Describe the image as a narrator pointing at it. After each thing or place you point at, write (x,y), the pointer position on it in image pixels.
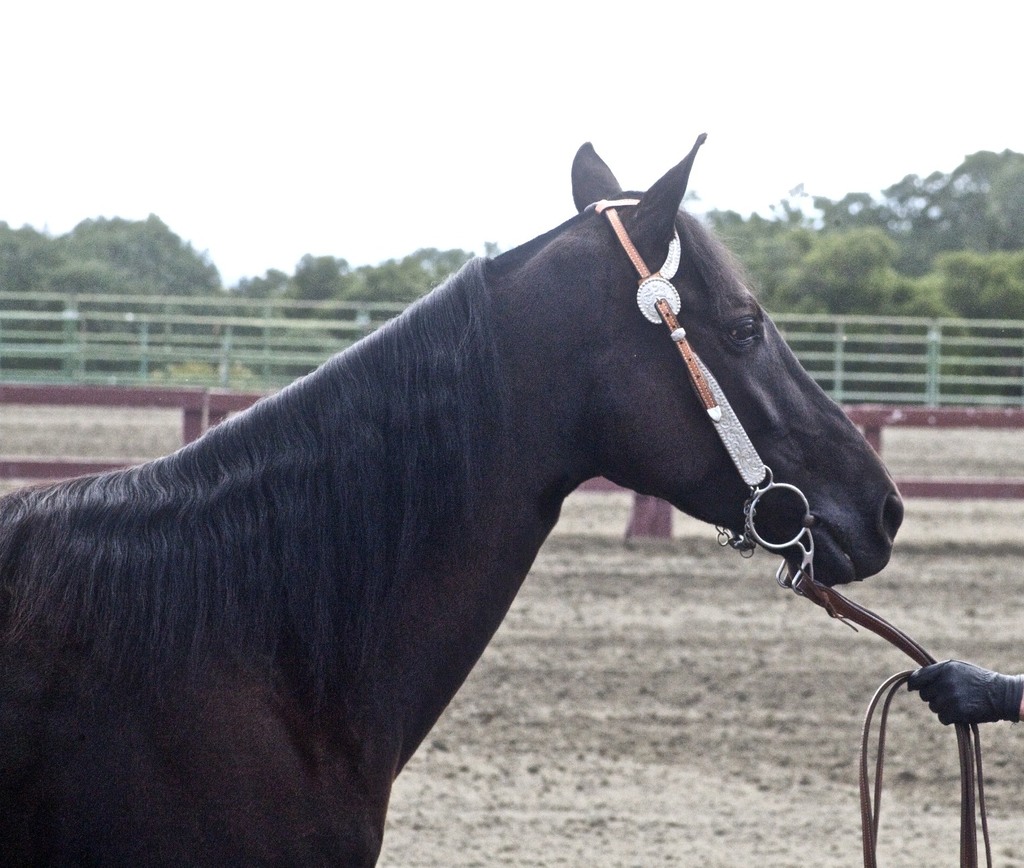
In this image I can see a horse (486,368) in black color and a person (972,689) is holding a rope (887,629). Back I can see a fencing (957,379), trees (895,258). The sky (367,219) is in white color.
